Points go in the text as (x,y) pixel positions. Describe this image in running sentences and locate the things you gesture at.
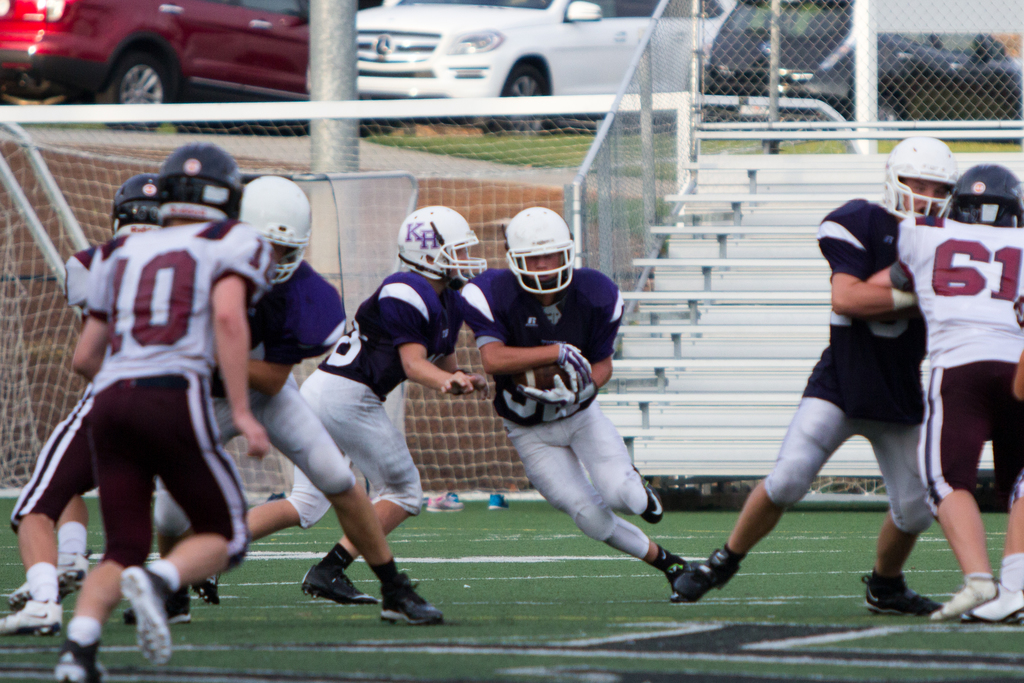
This image is taken outdoors. At the bottom of the image (540,627) there is a ground (407,626) with grass (675,608) on it. In the background (386,88) a few cars (395,54) are parked on the ground (504,134). There is a mesh (524,116) and there is a railing (589,154). There are a few stairs (755,294). There is a goal court (57,356). In the middle of the image (429,308) a few (135,398) are running on the ground (397,640) and a man (512,372) is holding a ball (543,380) in his hands (571,389).
